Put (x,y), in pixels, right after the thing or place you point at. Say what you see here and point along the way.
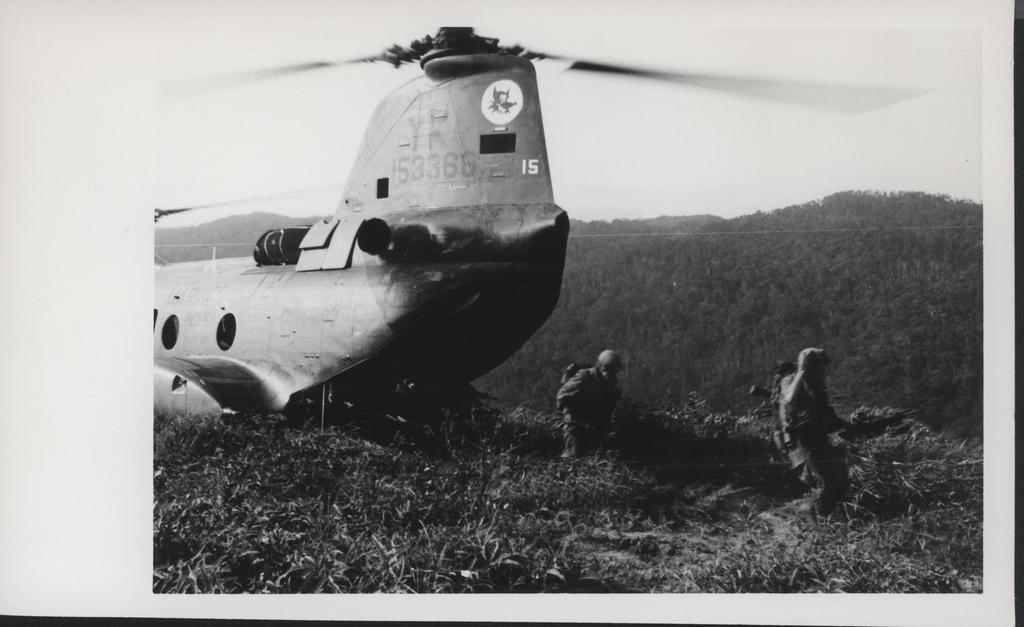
This is a black and white image. In this image we can see an aircraft (341,240). Also there are two persons (786,375) wearing helmets (806,368). On the ground (466,505) there is grass (598,529). In the back (688,248) there are trees (740,221) and sky (657,143).
